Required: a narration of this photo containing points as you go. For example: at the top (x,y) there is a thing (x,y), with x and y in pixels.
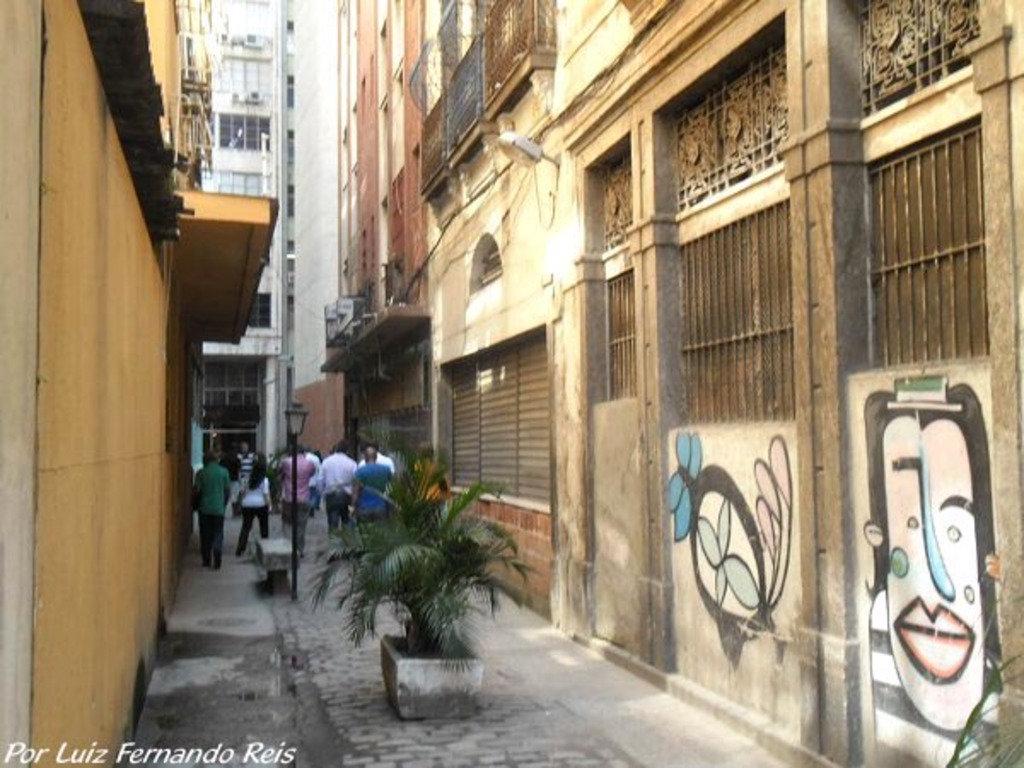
In this image we can see these people (244,550) walking on the road (312,572), we can the flower pots (447,685), light poles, buildings (55,555) on either side and here we can see the watermark (126,752) on the bottom left side of the image (133,742).
